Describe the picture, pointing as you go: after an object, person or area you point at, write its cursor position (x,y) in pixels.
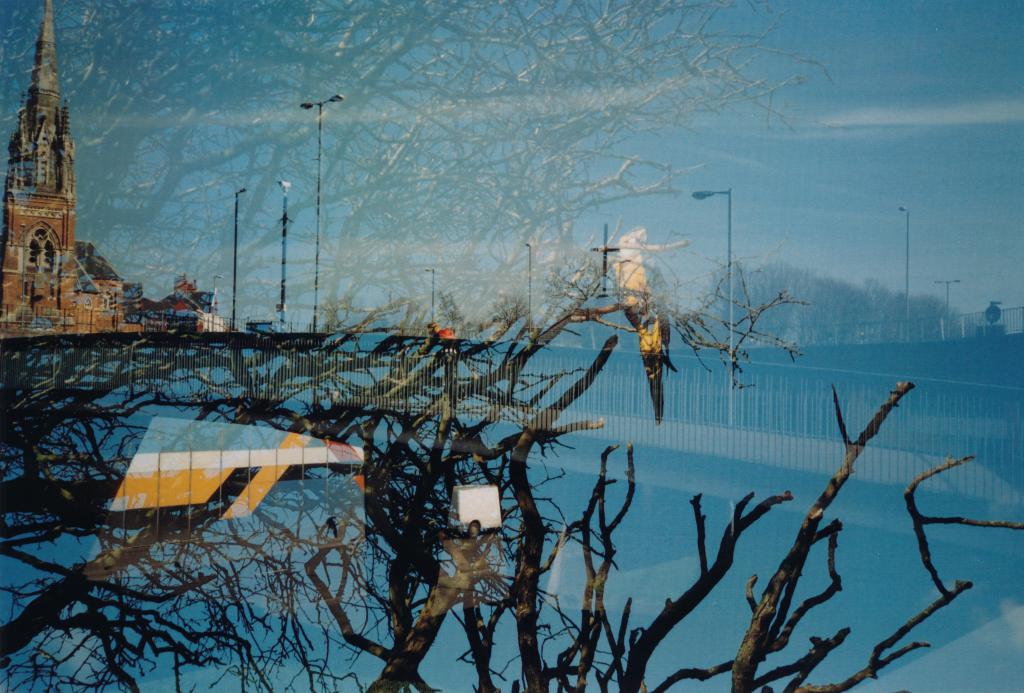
In the picture it looks like a reflection (665,334) there is a tree (475,332), a bird (634,319), a fence (862,463), street lights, church (91,263) and few other things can be seen on a surface (739,569).
